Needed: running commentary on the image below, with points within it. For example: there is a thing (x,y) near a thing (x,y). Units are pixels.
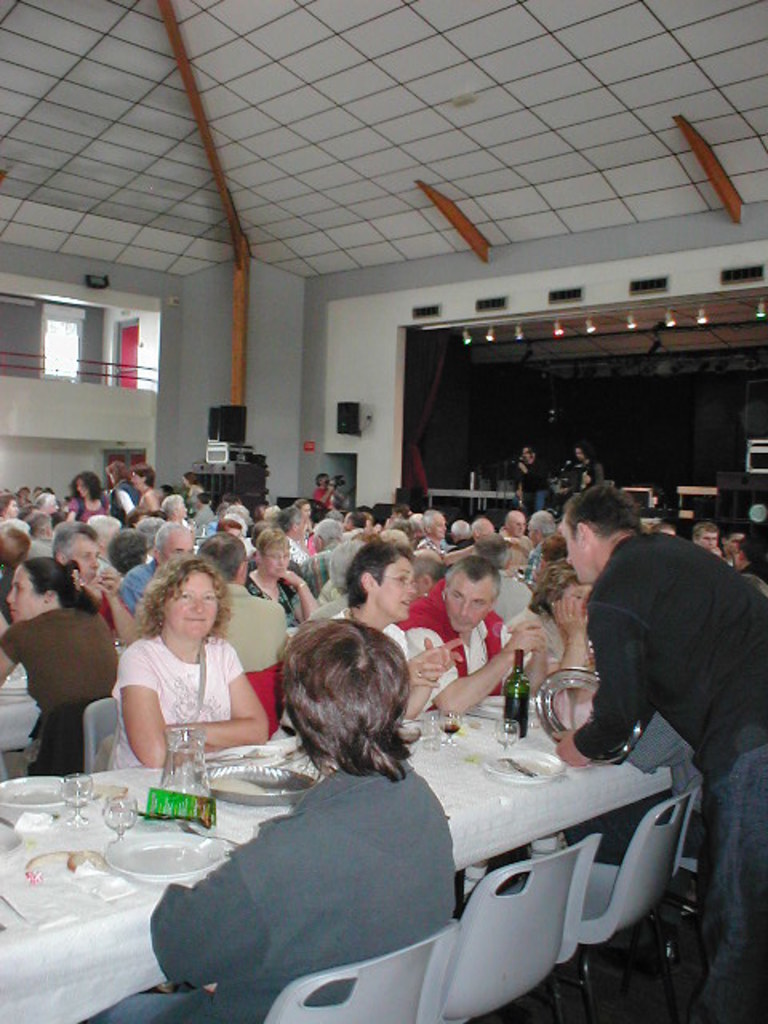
Every person (297,693) is sitting on chairs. Few persons (641,620) are standing. In-front of them there are tables (517,804), on this table (505,807) there are plates (188,845), glasses (70,792), jar (190,759), card (184,806), tray (304,786) and bottle (518,671). This man (657,652) wore black shirt (613,681) and holding a plate (560,713). Far on this stage (659,509) two persons (528,489) are giving entertainment to this group of people (226,569) and the other person (322,499) is holding a camera (336,481). A speaker (350,424) is on wall (378,354). On top (761,314) there are focusing lights (518,339).
